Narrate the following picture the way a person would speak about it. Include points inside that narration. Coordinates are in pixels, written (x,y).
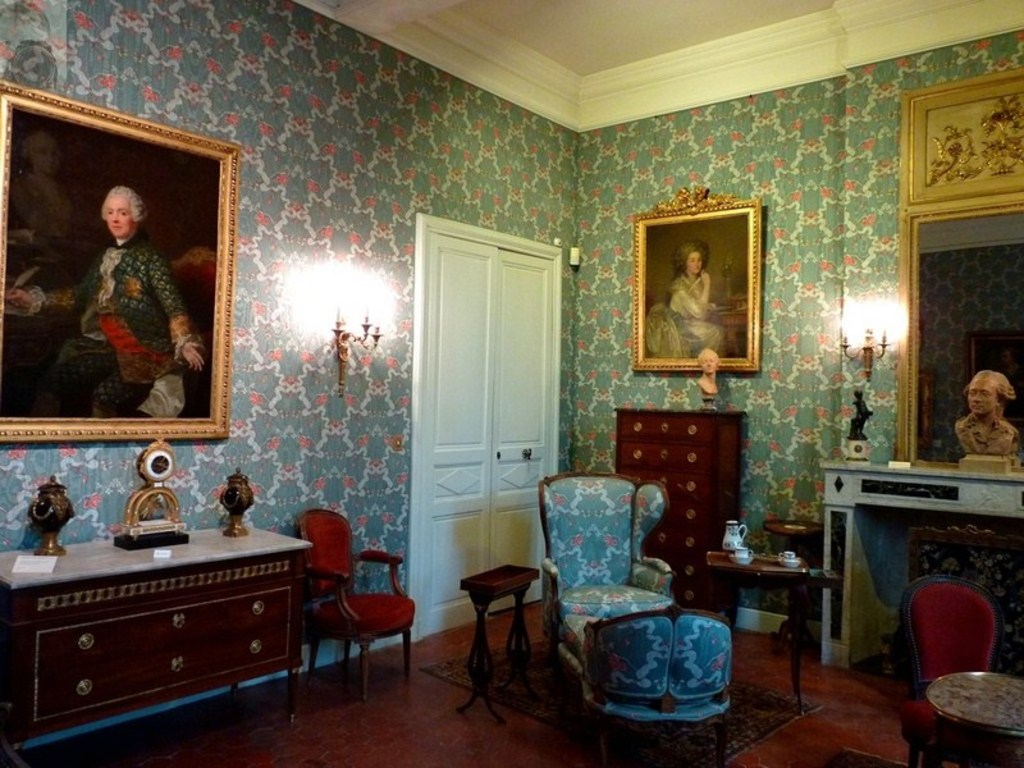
In this image I can see a room (409,509) with blue chairs (619,680). To the left (129,646) there is a table (153,551). On the table (153,551) there are some objects (237,525) and to the right (730,535) there are cups (790,552) and a flask (742,542). In the back (650,378) there are frames (174,298) attached to the wall (267,315) and a light (861,303). I can also see a statue (989,410) to the right (990,421).
